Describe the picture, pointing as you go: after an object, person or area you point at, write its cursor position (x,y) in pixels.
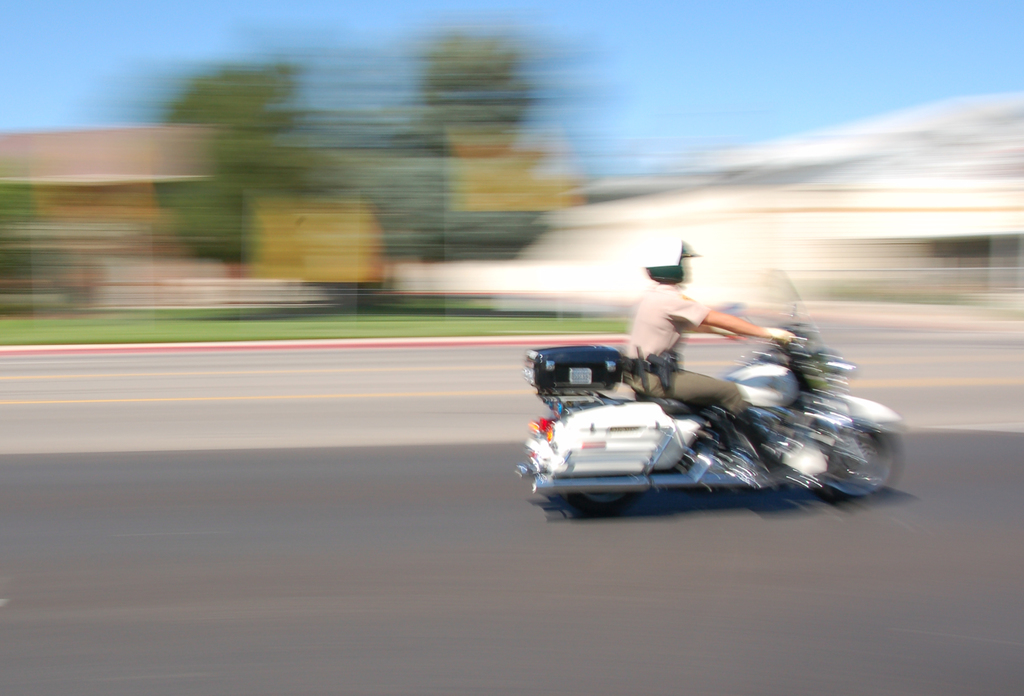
In this image there is a fast moving motorbike (720,415) on the road (522,508). In the background (549,204) there are buildings (791,181) and trees (448,172) in between them.
